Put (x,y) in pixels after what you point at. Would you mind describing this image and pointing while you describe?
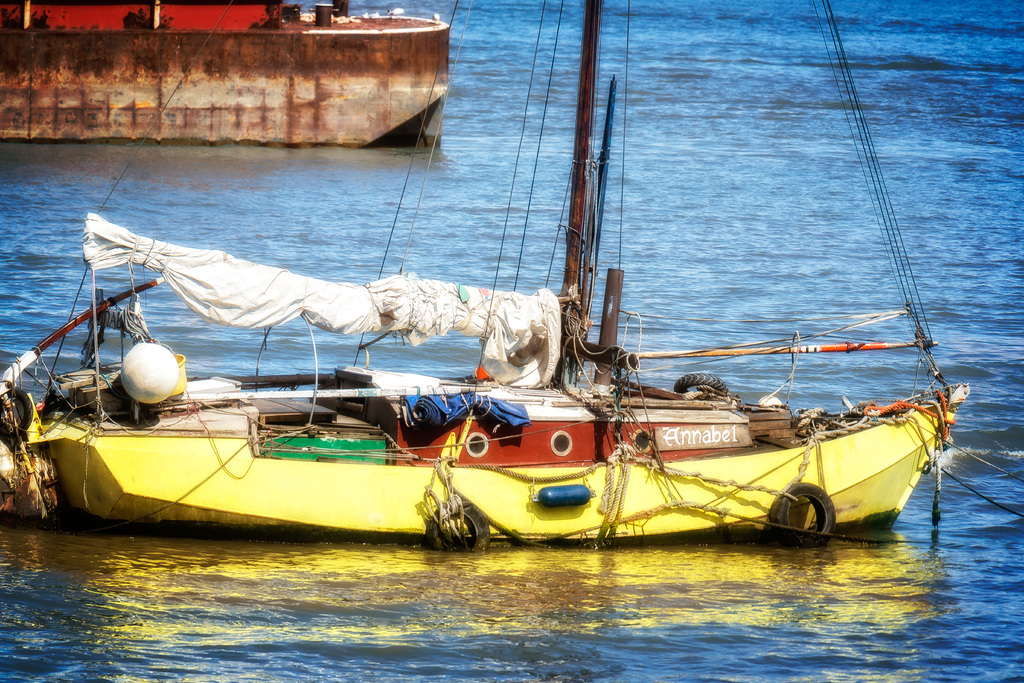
In this image I can see few ships (219,113) in different color. I can see wires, poles (585,68) and few objects (452,326) inside. I can see the water (817,192) in blue color.
